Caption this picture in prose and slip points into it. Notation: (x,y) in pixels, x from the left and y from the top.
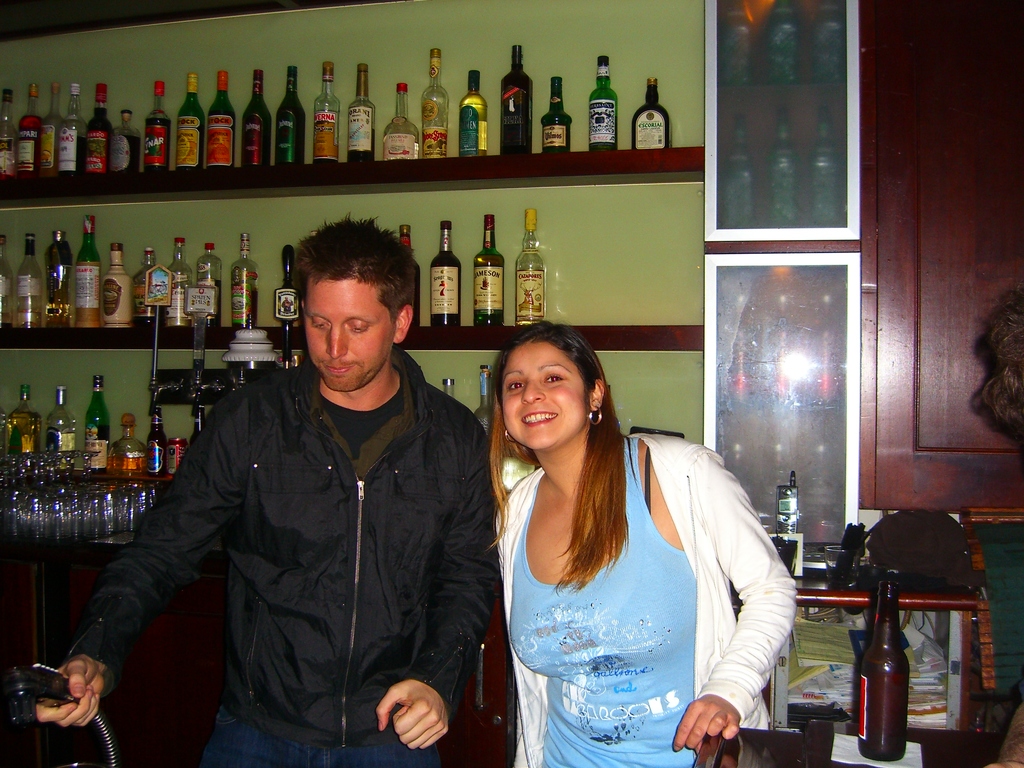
On the background (473,167) we can see bottles (187,284) arranged in a rack (564,160). Here we can see a woman (535,546) and a man (408,534). This man (341,592) is holding a soda gun (33,701) in his hand (76,693). We can see this woman (542,426) smiling. Here we can see books (924,699) in a cupboard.
